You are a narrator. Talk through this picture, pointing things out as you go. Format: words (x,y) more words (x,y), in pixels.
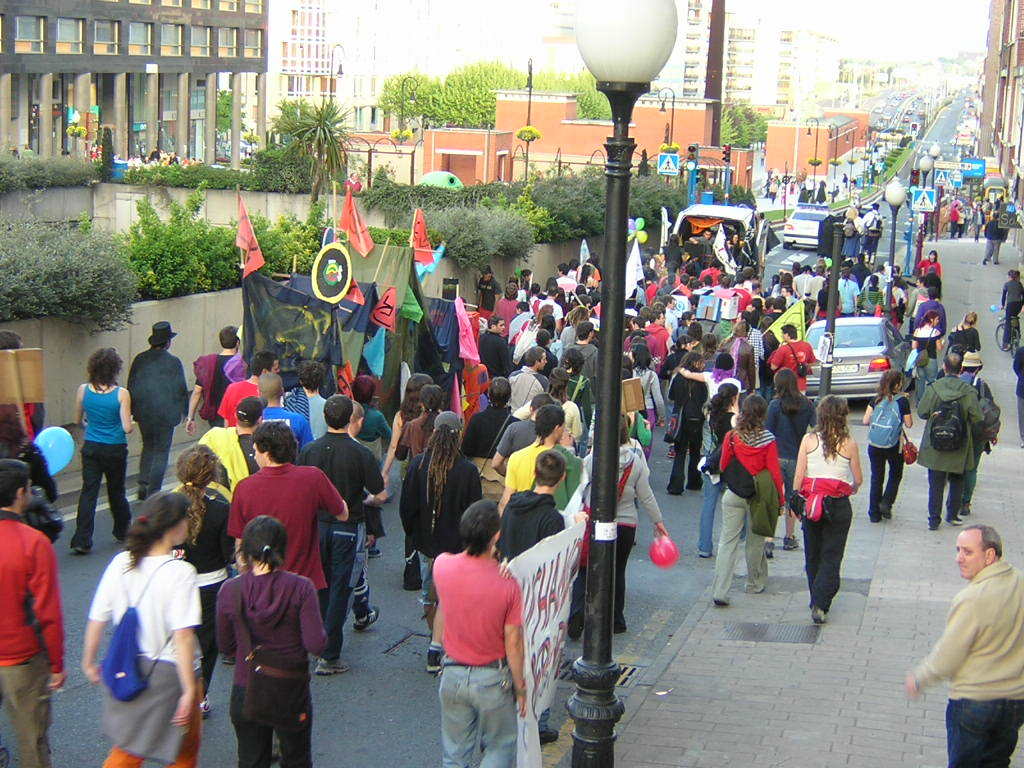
In this image there are people (429,501) walking on the road (664,575) by holding banners (367,292), flags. There are cars (869,322) on the road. Beside the road (886,239) there are street lights (603,506). In the background of the image (300,137) there are buildings (8,53), trees (453,100), boards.
